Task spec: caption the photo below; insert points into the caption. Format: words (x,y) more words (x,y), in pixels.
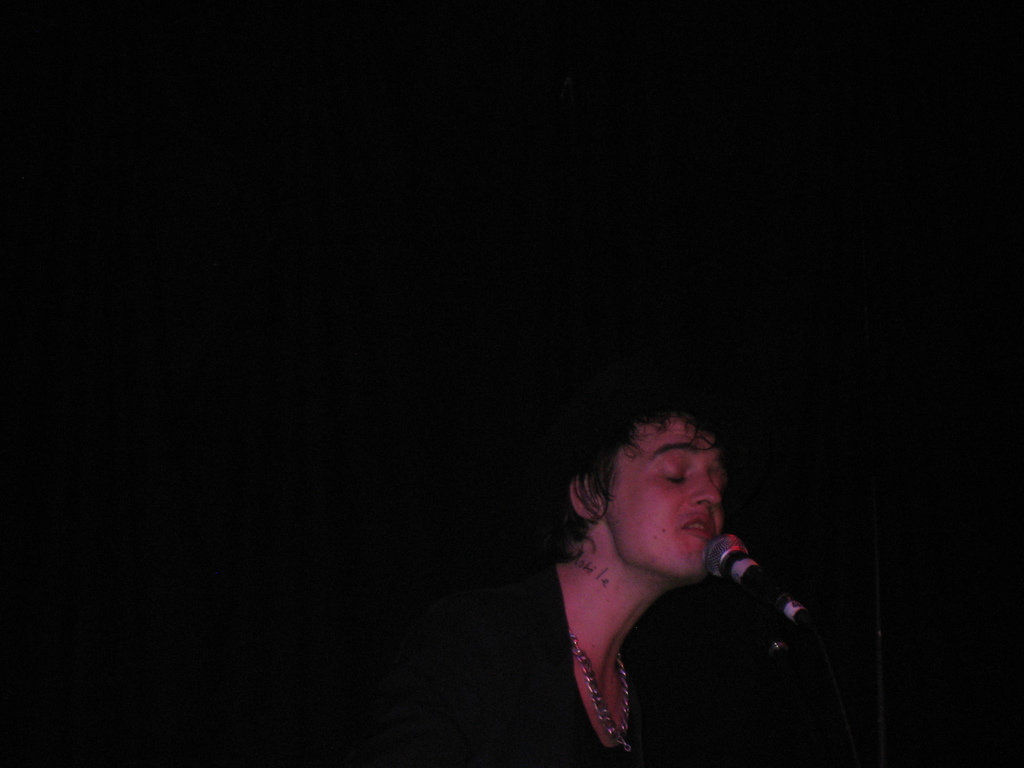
In this image I can see a person (619,634) in front of mike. The background (865,686) is dark in color. It looks as if the image is taken may be during night.
